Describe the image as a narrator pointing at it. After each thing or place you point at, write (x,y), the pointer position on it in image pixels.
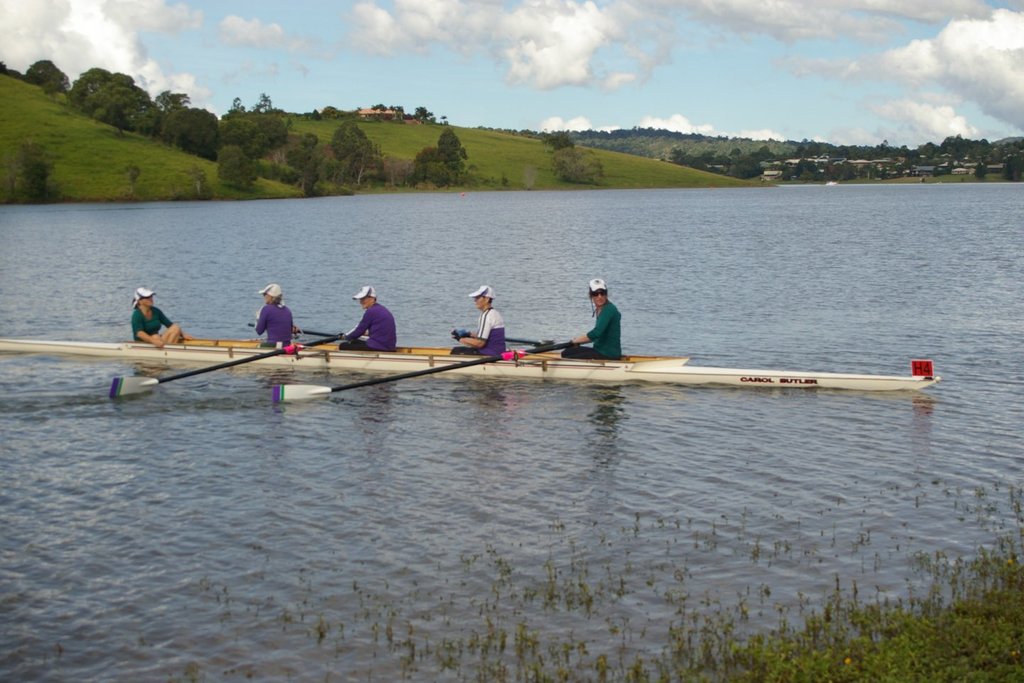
In this picture, we see five people (278,313) are riding the boat (473,372). At the bottom of the picture (791,616), we see the grass (828,610) and water (422,541). This water (353,509) might be in the lake (578,473). There are trees (797,165) and buildings (792,162) in the background (351,160). At the top (453,87), we see the sky (710,78) and the clouds (494,49).
